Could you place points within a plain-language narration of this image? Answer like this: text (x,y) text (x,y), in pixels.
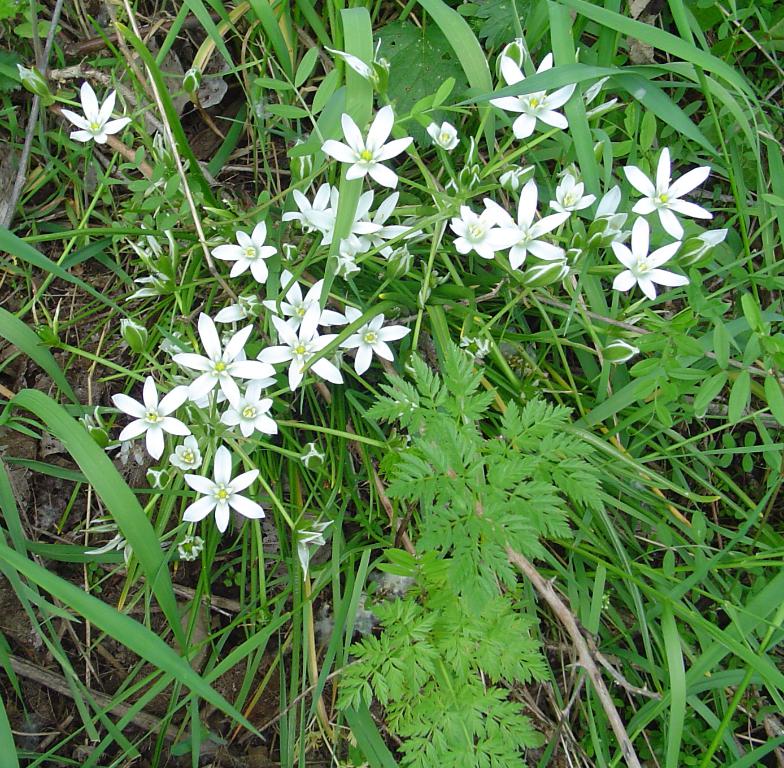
In this image in the center (276,355) there are flowers (317,299) and there's grass (651,502) on the ground (354,442).
